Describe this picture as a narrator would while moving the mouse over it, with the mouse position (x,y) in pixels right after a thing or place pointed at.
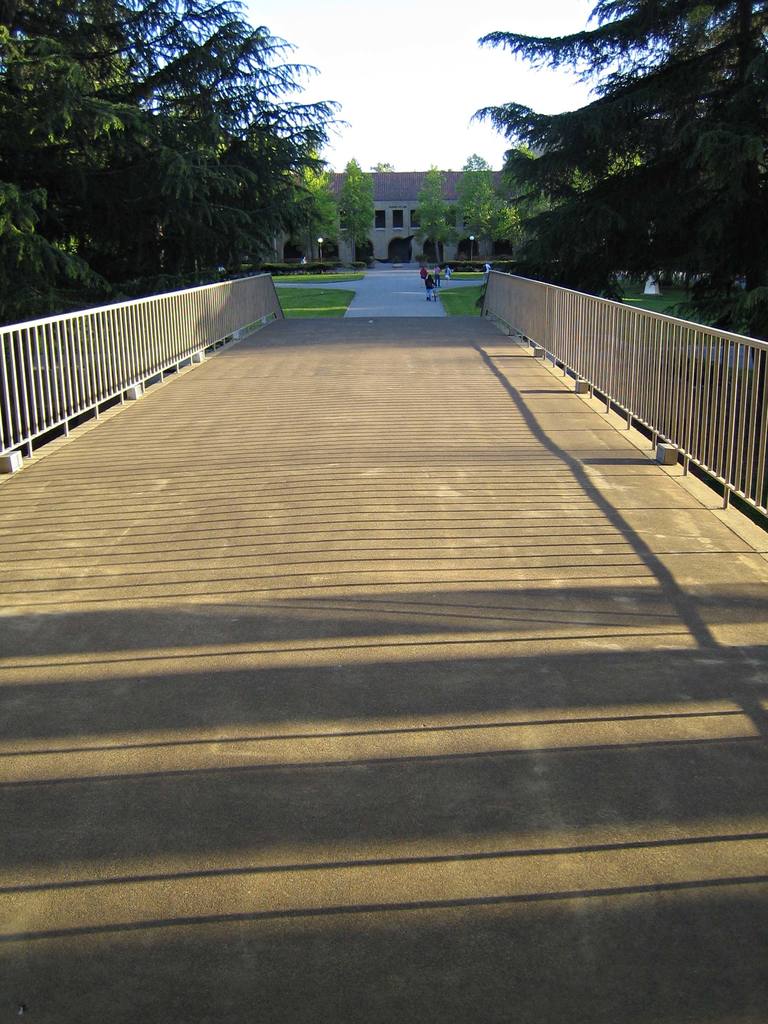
In this picture I can see there is a bridge (464,395), it has a railing (661,339) and there are few people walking on the walkway (356,293) and there are trees (67,156) on the right (665,128) and left side (72,112), there is a building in the backdrop (350,260) and the sky (454,118) is clear.
